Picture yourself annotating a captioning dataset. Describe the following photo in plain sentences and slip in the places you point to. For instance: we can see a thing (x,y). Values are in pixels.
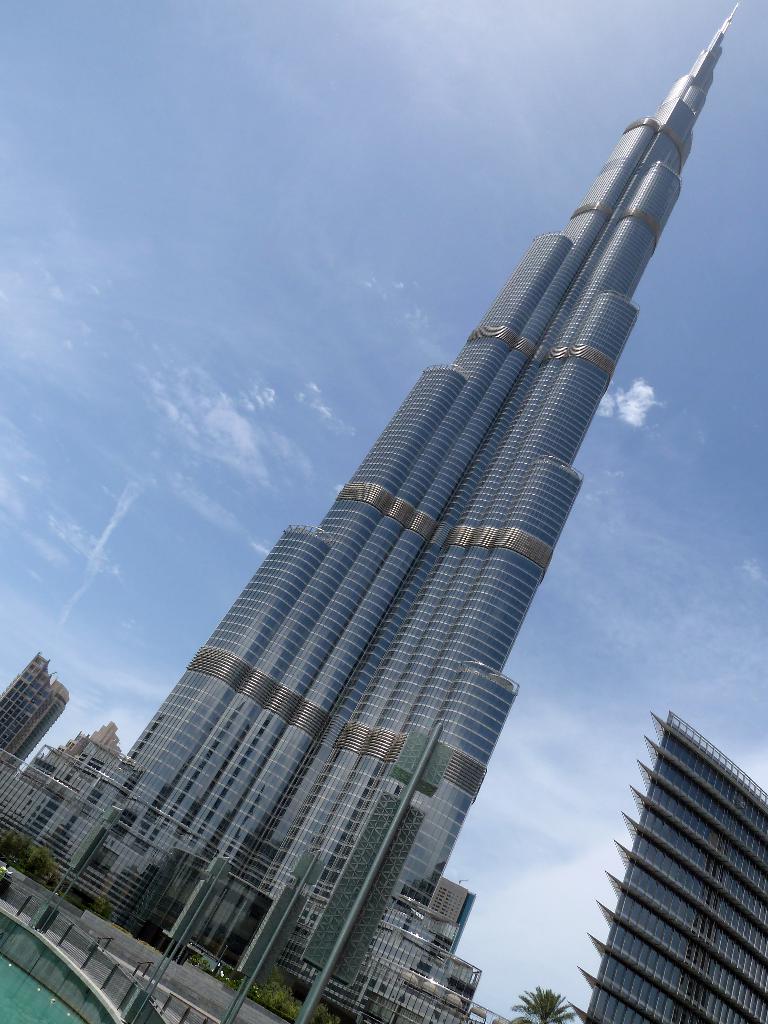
In this image we can see buildings (412,886), tree (550,1012), plants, water (23,985) and sky (282,221).
